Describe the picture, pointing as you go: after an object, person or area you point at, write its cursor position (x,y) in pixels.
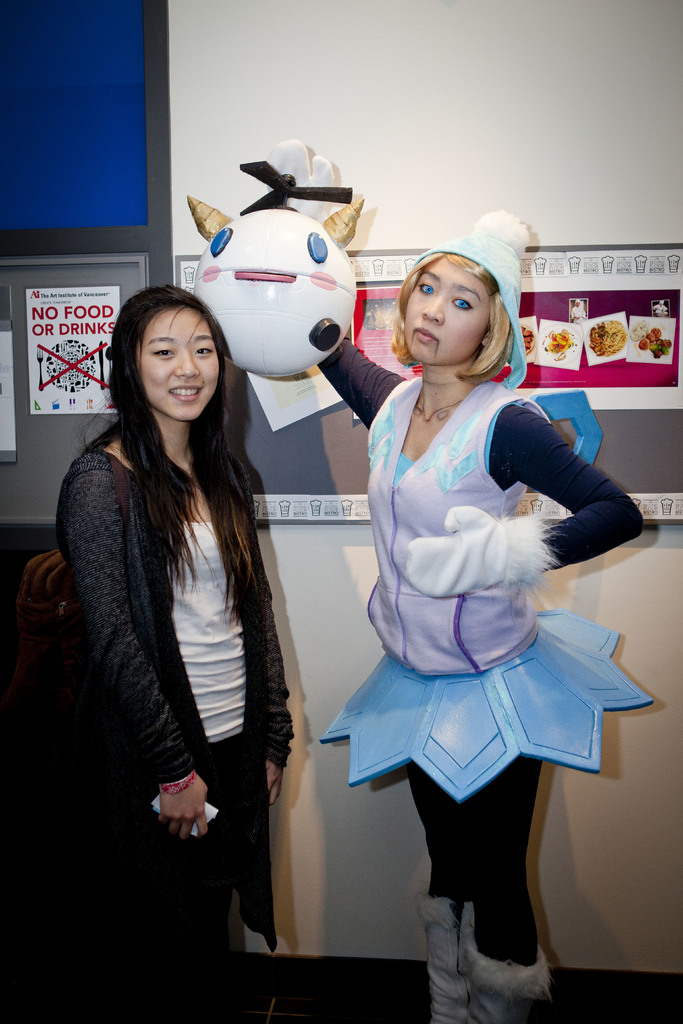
In the picture we can see two women (208,469) and a woman (422,479) wearing different costume (415,560) and in the background (481,135) there is a wall (503,133) to which some posters (318,376) are attached.
